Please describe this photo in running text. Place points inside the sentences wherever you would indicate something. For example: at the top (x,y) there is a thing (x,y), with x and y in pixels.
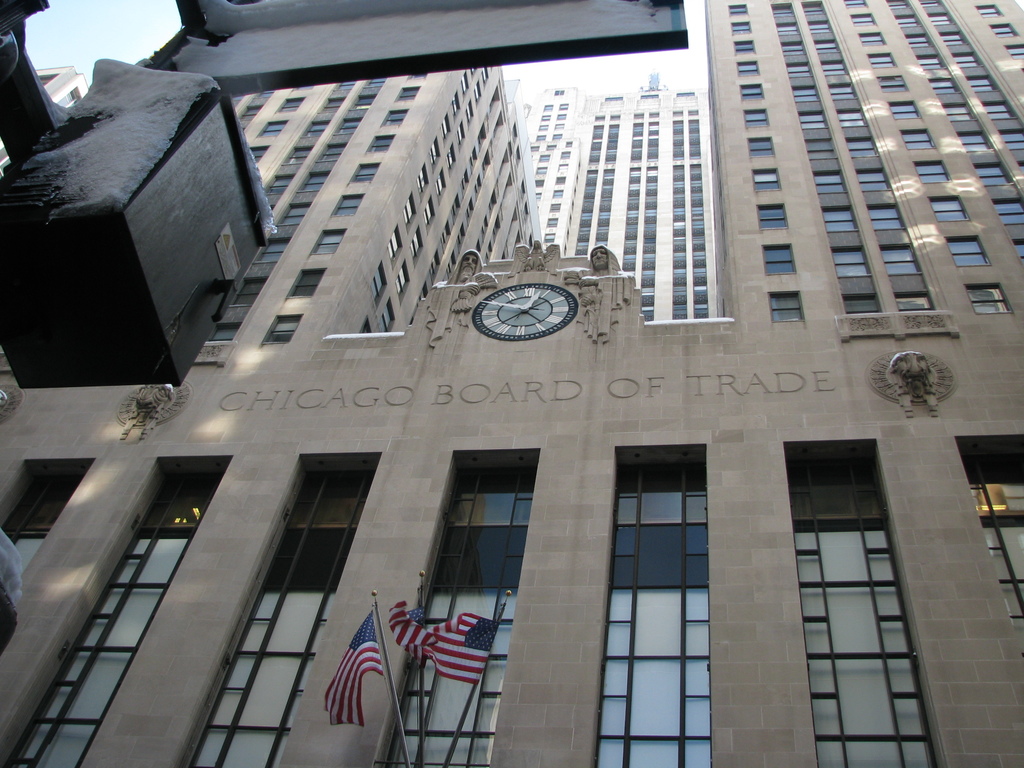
In this image I can see the flags (447,648). In the background (552,252), I can see the buildings (691,234) with some text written on it.
